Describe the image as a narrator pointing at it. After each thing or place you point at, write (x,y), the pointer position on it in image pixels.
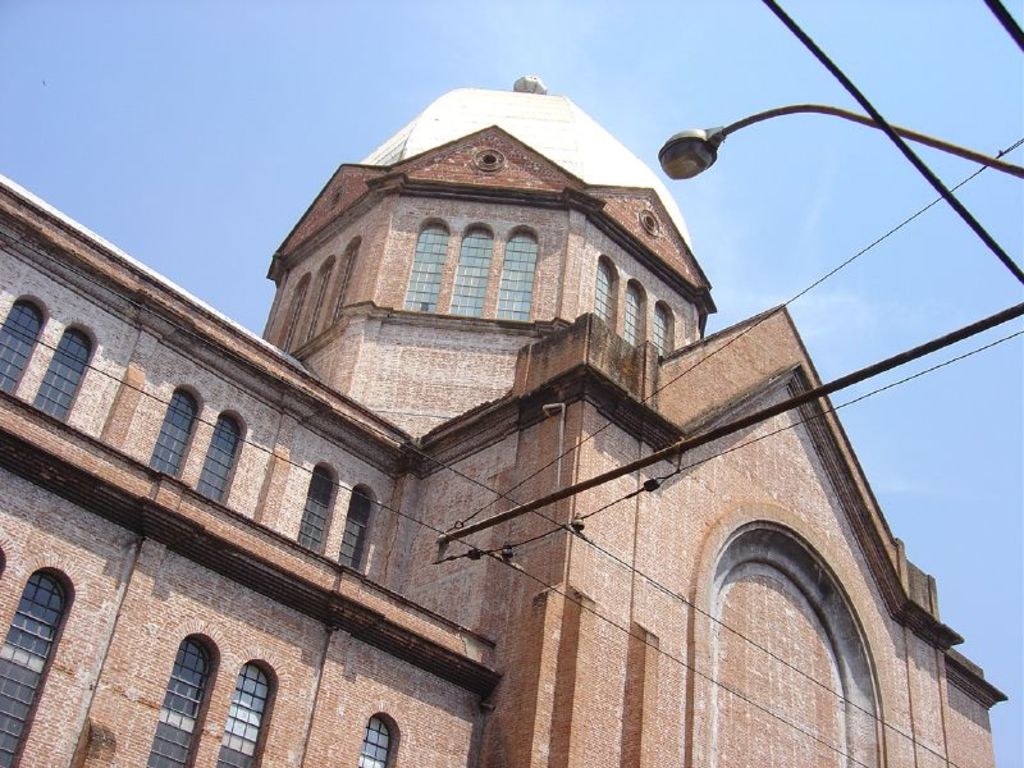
In this picture we can see a building (392,410), few cables (987,237), light (713,139) and metal rods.
